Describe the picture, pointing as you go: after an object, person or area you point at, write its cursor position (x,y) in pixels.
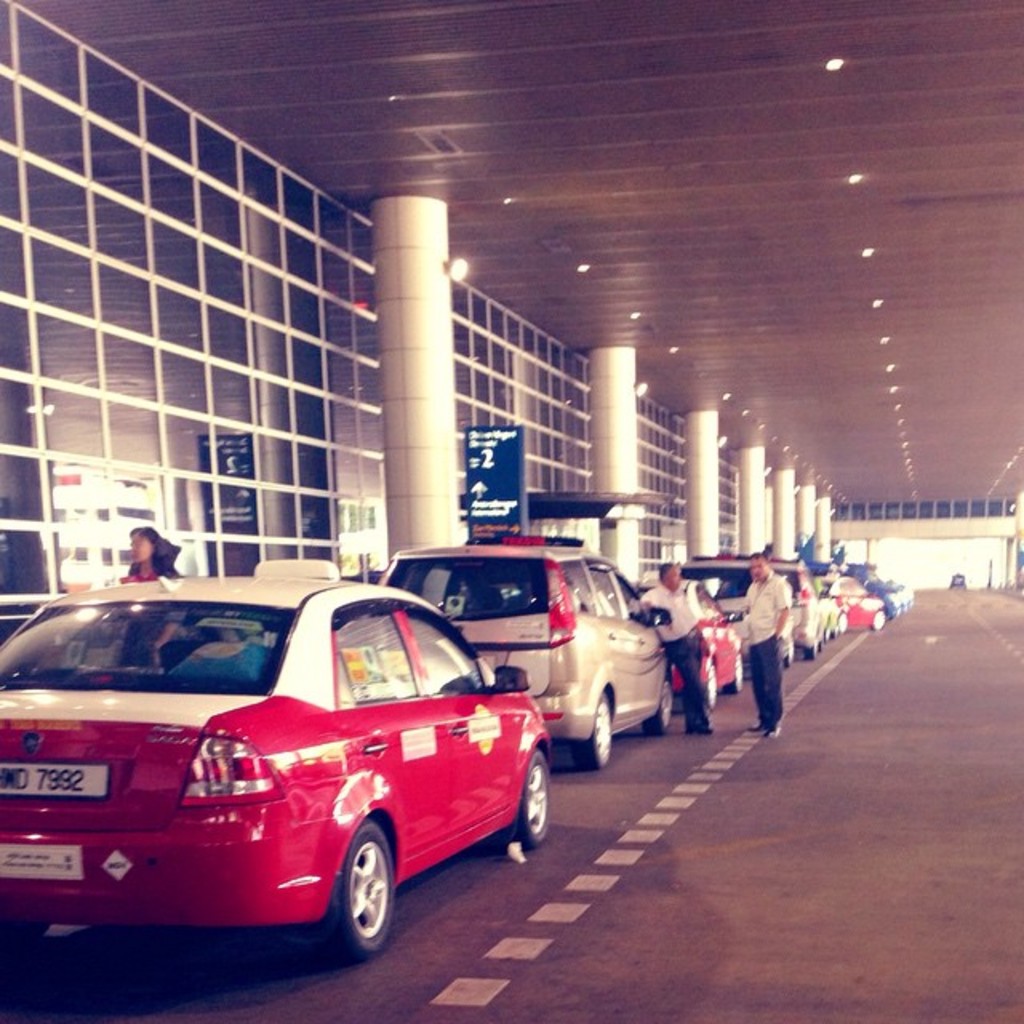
In this image we can see a group of vehicles (597,732) and some people (770,699) standing on the ground (793,881). We can also see a building (568,495) with pillars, a signboard (503,484) with some text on it and a roof (775,370) with some ceiling lights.
